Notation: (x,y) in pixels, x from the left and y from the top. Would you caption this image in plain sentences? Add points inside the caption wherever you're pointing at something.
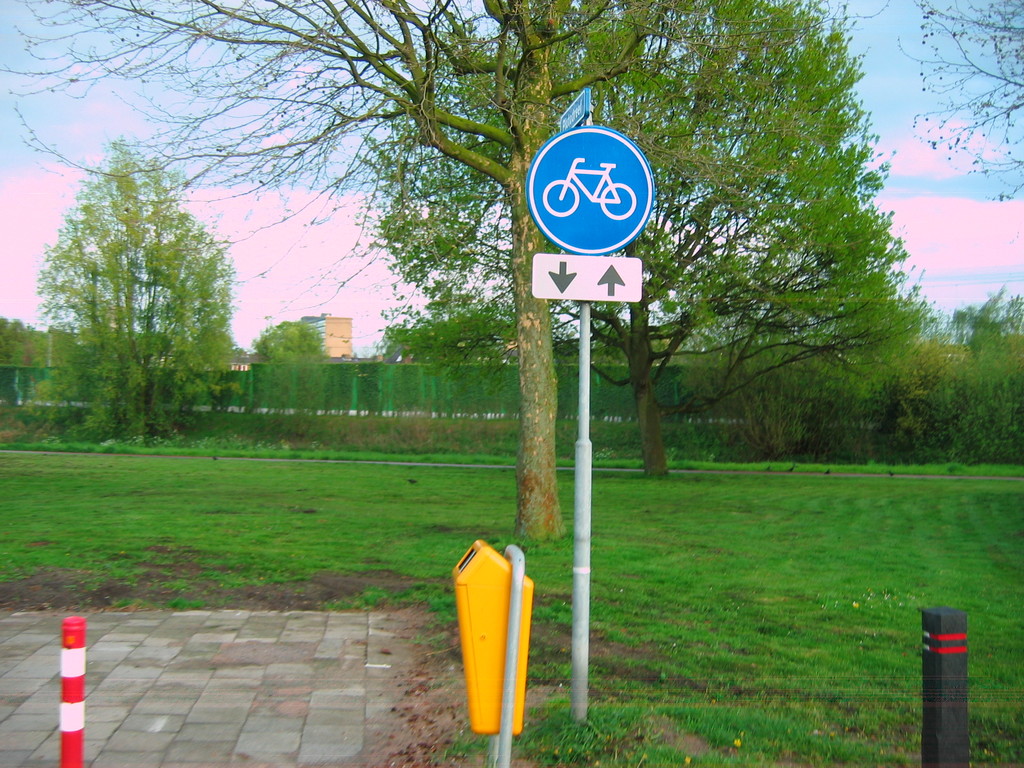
In the image we can see there is a ground (594,536) which is covered with grass (766,650) and there is a sign board (609,139). There is a small dustbin (508,612) kept on the ground (540,718).
